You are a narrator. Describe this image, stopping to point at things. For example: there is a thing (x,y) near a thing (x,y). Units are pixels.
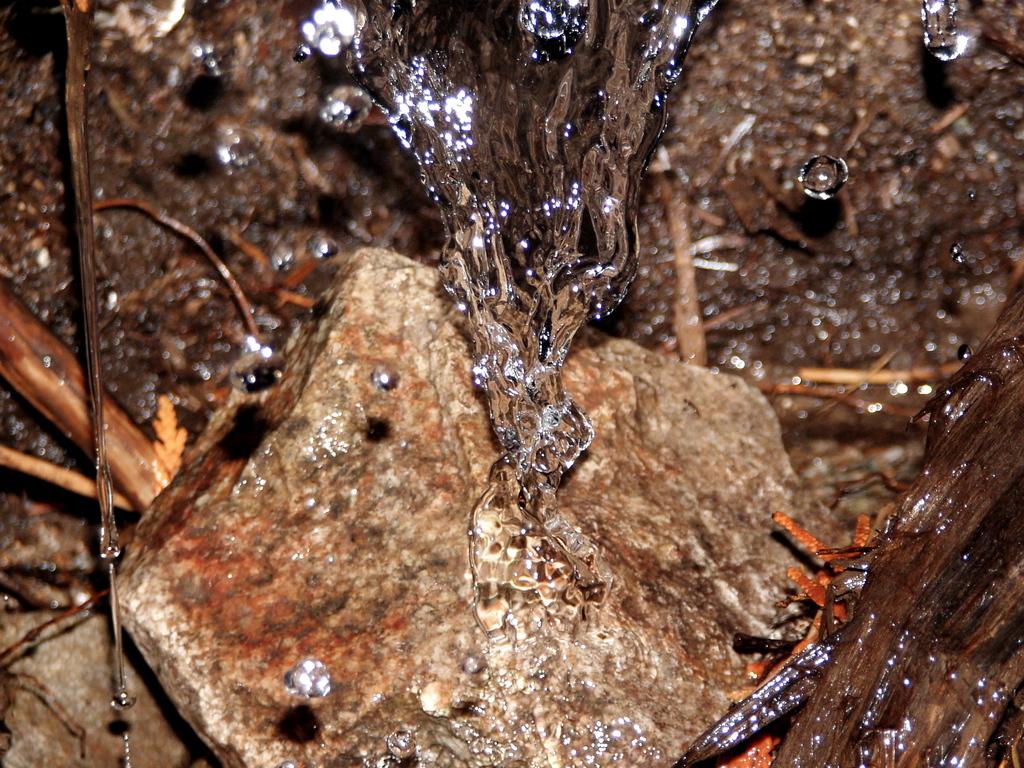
In this image we can see water (126,737), rock (307,715), and sticks (60,707) on the ground (12,223).
